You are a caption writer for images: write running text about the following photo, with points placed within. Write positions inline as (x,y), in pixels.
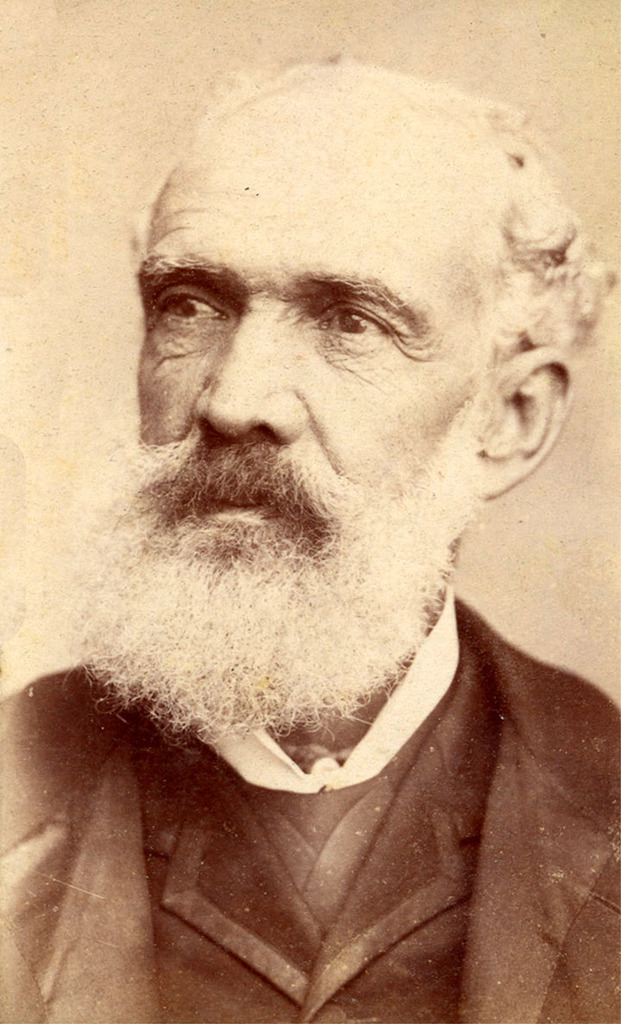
In this image we can see a photo (253,667) of a man (382,778).
